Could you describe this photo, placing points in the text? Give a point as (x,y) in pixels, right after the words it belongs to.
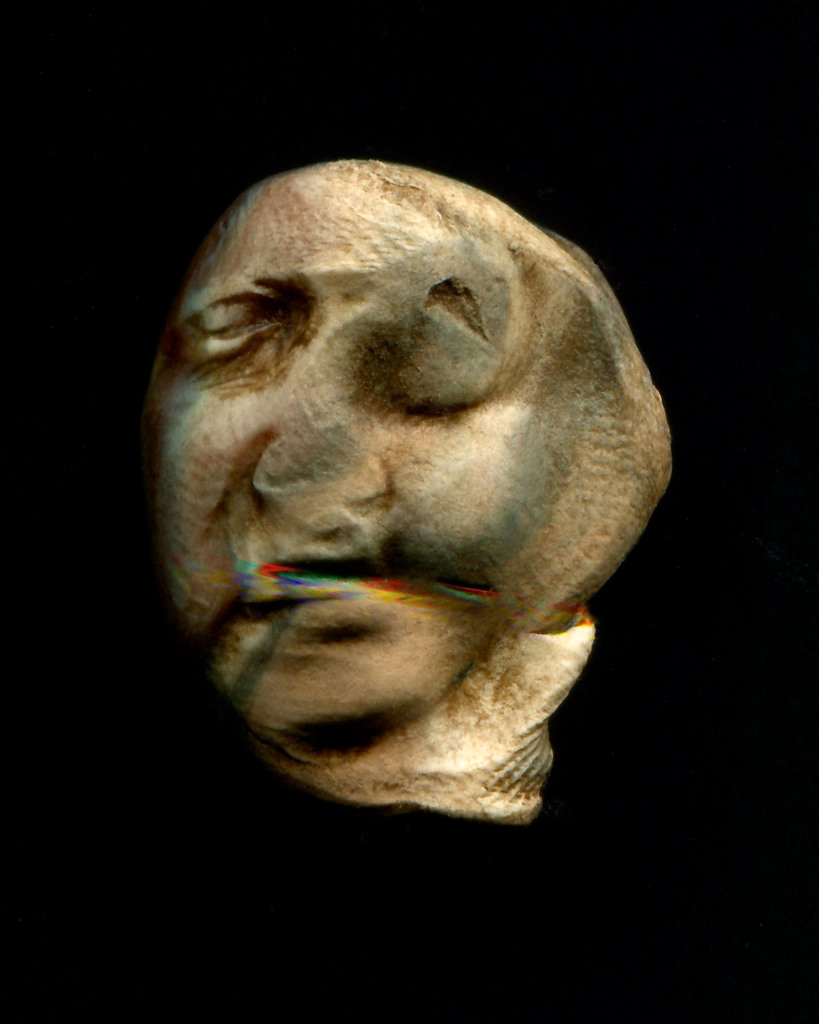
In the center of the image (451,527), we can see a sculpture (376,543) and the background (562,927) is dark.
